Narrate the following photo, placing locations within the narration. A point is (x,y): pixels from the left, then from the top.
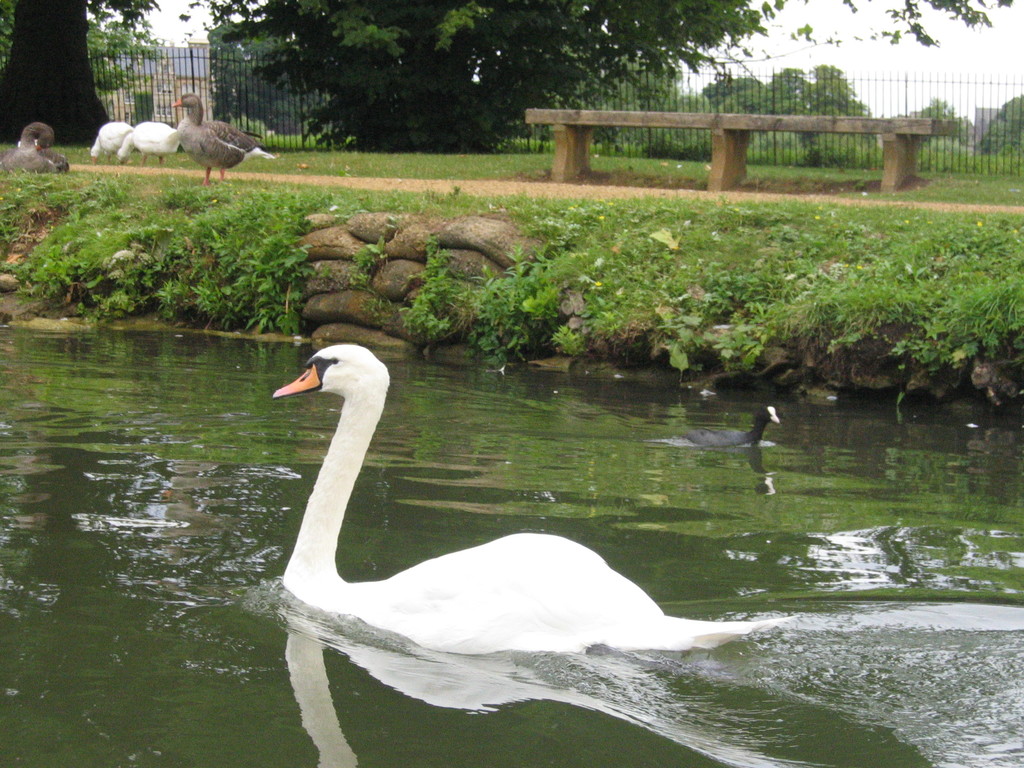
In this image in the front (396,700) there is water (480,721) and in the water (749,518) there are birds (536,565). In the center (518,257) there is grass (644,261) on the ground (338,199) and in the background (101,144) there are birds (201,157), there is an empty bench (891,144), there is a fence (878,99) and there are trees (226,7) and there are buildings (203,67).
